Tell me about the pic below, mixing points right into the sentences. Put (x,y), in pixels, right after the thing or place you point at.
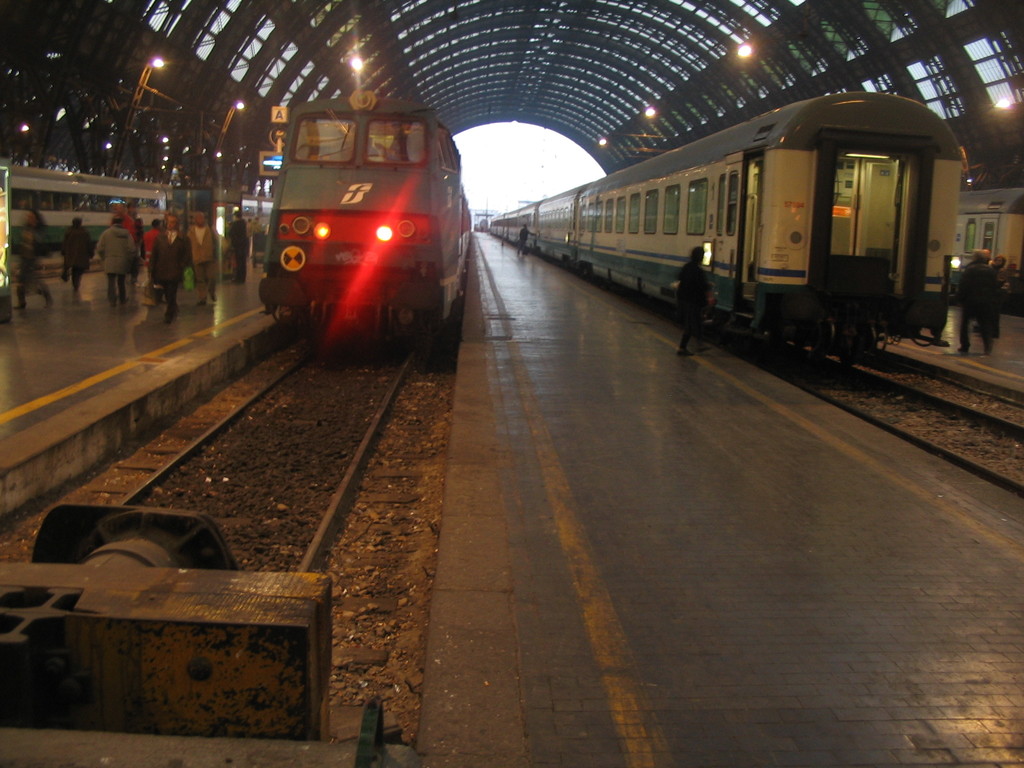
In this image there are trains (428,254) on the tracks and we can see people (991,314) standing in the platform (611,304). In the background (574,172) there are lights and sky (526,189). At the top (470,72) there is a roof (598,47).
